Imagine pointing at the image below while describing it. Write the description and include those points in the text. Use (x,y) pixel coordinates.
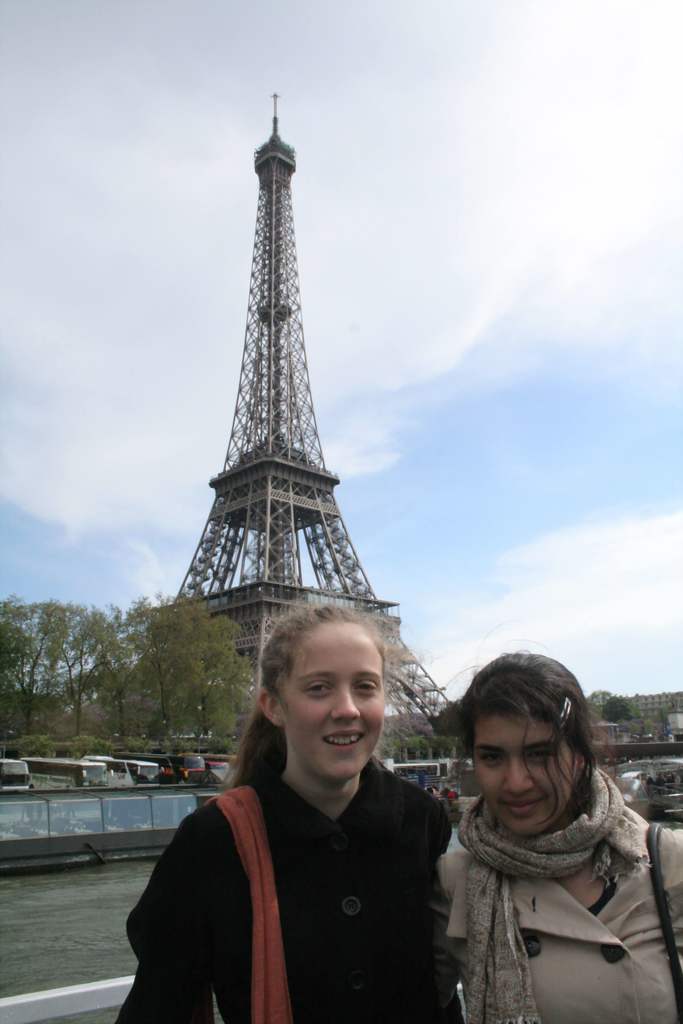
There are two women (424,921) standing and carrying bags (274,940) on their shoulder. In the background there are vehicles (197,771), trees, buildings (672,705), clouds (171,322) in the sky (392,369) and Eiffel tower (329,563).
